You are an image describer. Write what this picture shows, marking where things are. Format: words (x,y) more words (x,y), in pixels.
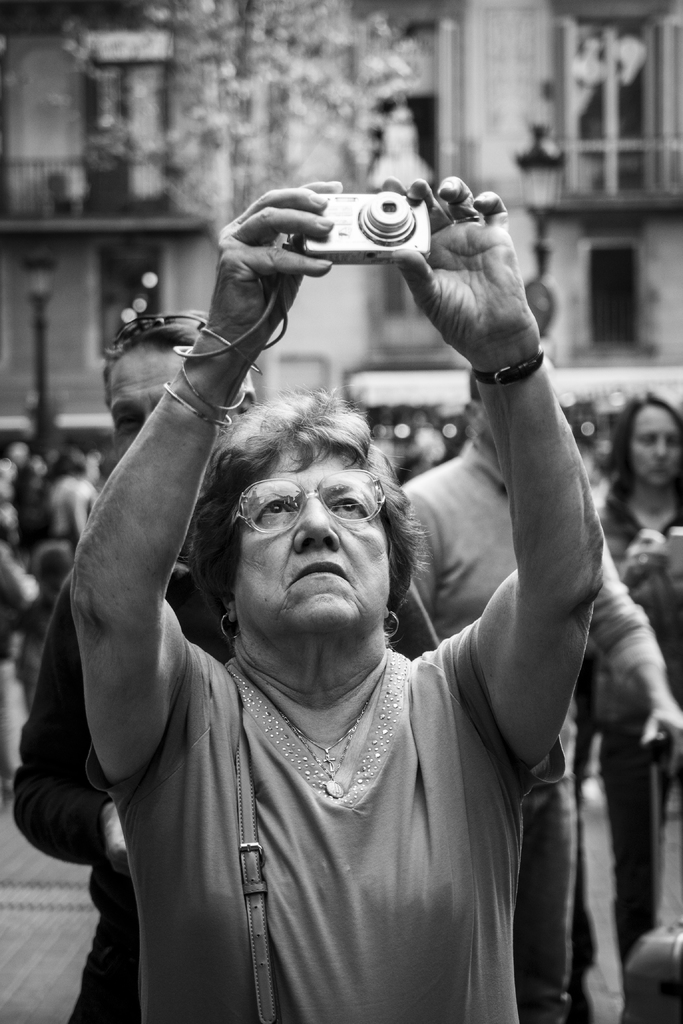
These persons (292,667) are standing. This person (355,587) holding camera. On the background (428,109) we can see building (639,90).
